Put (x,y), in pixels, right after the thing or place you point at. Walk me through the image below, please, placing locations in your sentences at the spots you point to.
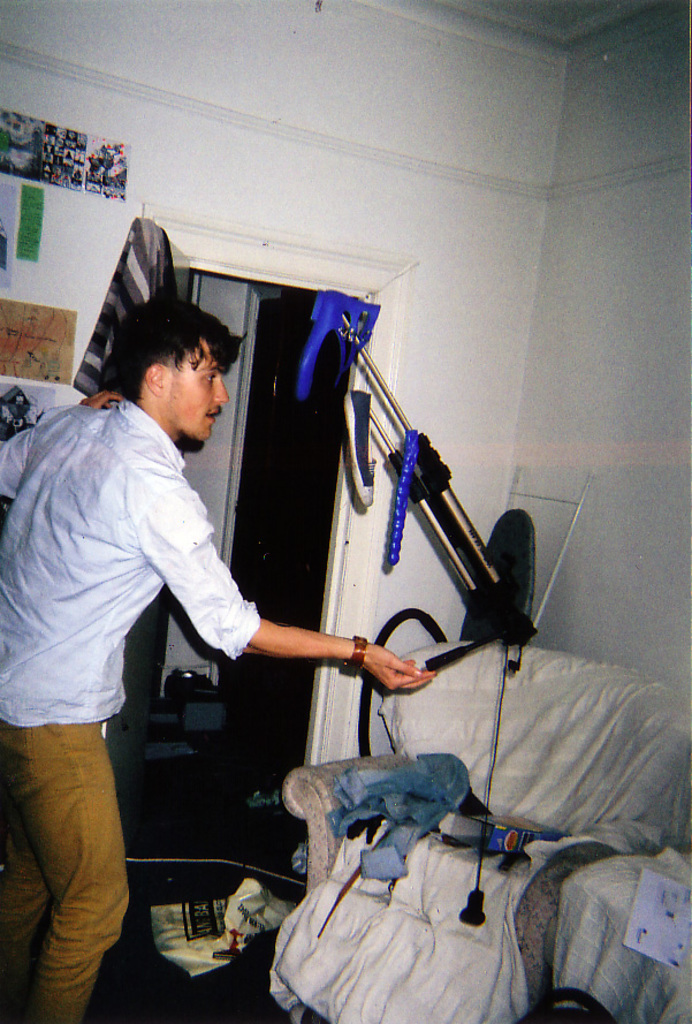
In this image I see a man (224,325) who is wearing brown pants (83,766) and white shirt (108,526) and I see an equipment (401,484) over here and I see the couch (494,771) on which there are few things (524,845). In the background (258,9) I see the wall (530,267) and I see few posts (44,162) over here and I see the cover (224,911) on the floor (198,810).
